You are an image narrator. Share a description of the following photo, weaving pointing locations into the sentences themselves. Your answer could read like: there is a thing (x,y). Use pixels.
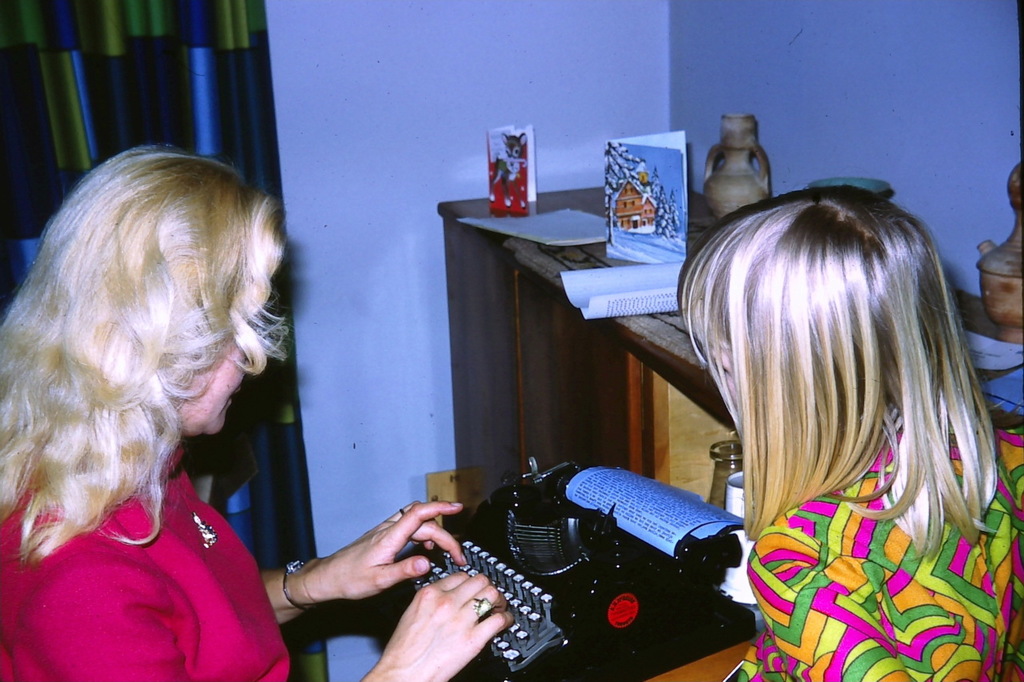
In this image we can see a lady (173,559) typing on a typewriter (497,585). On the typewriter (605,525) there are papers (667,519). Also there is another girl (857,536). Near to that there is a wooden stand (499,335). On that there are papers (589,226) and pots (1023,257). In the back (648,87) there is a wall (349,68) and a curtain (197,107).
